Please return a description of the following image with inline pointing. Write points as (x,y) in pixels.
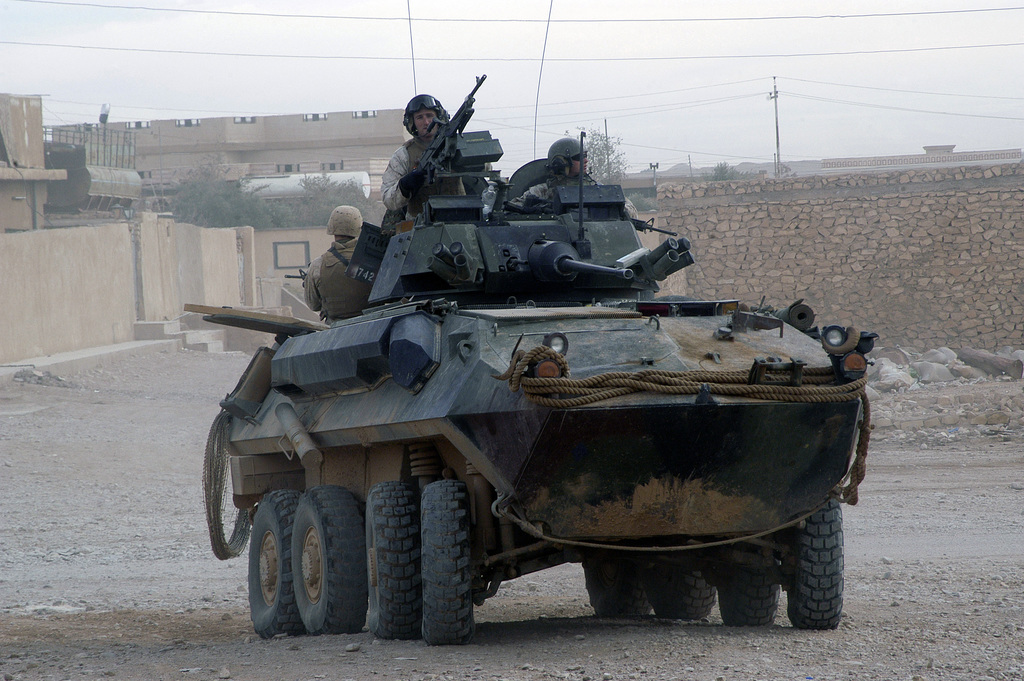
In this picture I can see few persons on an armored vehicle (557,409), in the background (295,244) there are buildings (284,256) and trees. At the top (445,84) I can see the sky (447,74).
